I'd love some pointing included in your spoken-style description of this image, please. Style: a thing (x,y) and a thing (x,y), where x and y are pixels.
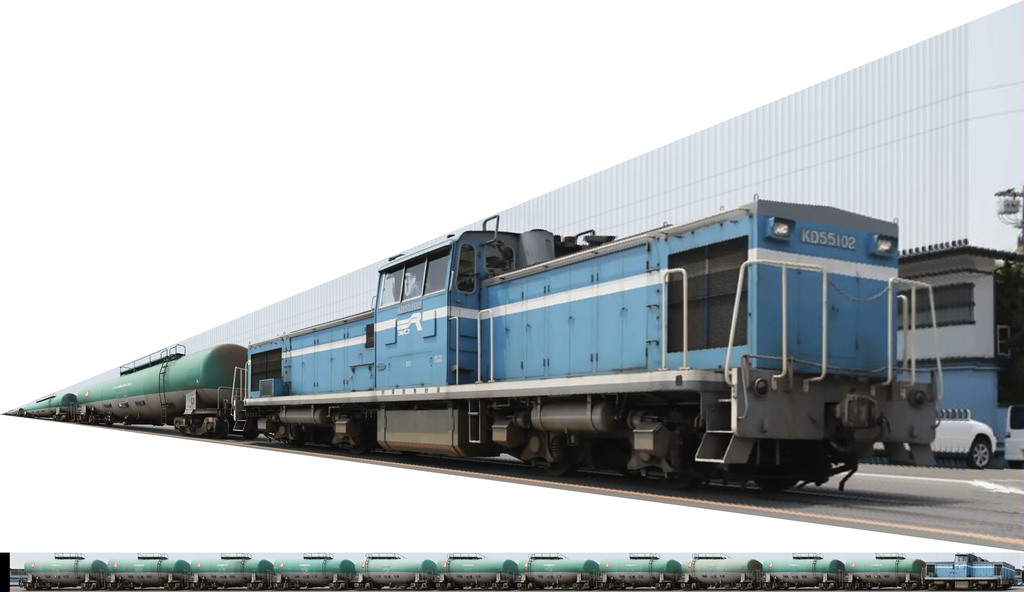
In the center of the image (482,377) there is a train (461,355). In the background (974,421) there is a building (972,406) and vehicles (971,451). At the bottom of the image (499,576) there is a train (399,576).
